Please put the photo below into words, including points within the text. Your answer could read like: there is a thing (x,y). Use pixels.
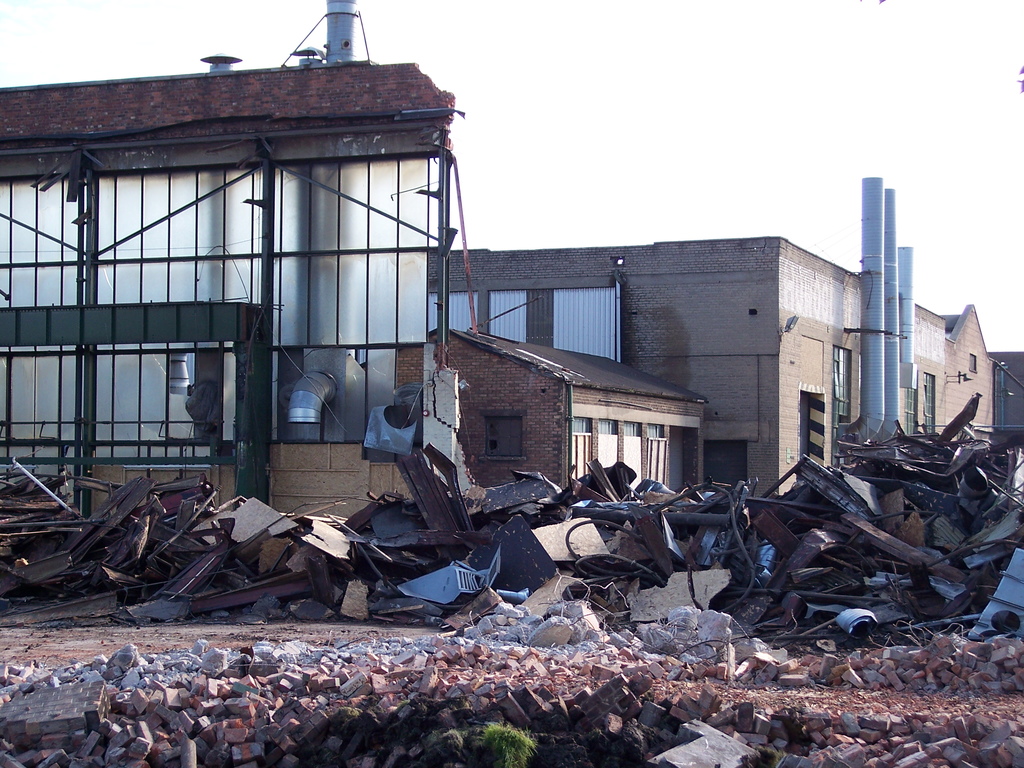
In this image I can see few bricks (394,699) on the ground (291,692), few damaged metal pieces (214,561) and items (856,550) on the ground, a destructed building (293,287), few other buildings (748,312), few huge pipes (864,344) to the building (848,303) and in the background (730,183) I can see the sky (692,113).
